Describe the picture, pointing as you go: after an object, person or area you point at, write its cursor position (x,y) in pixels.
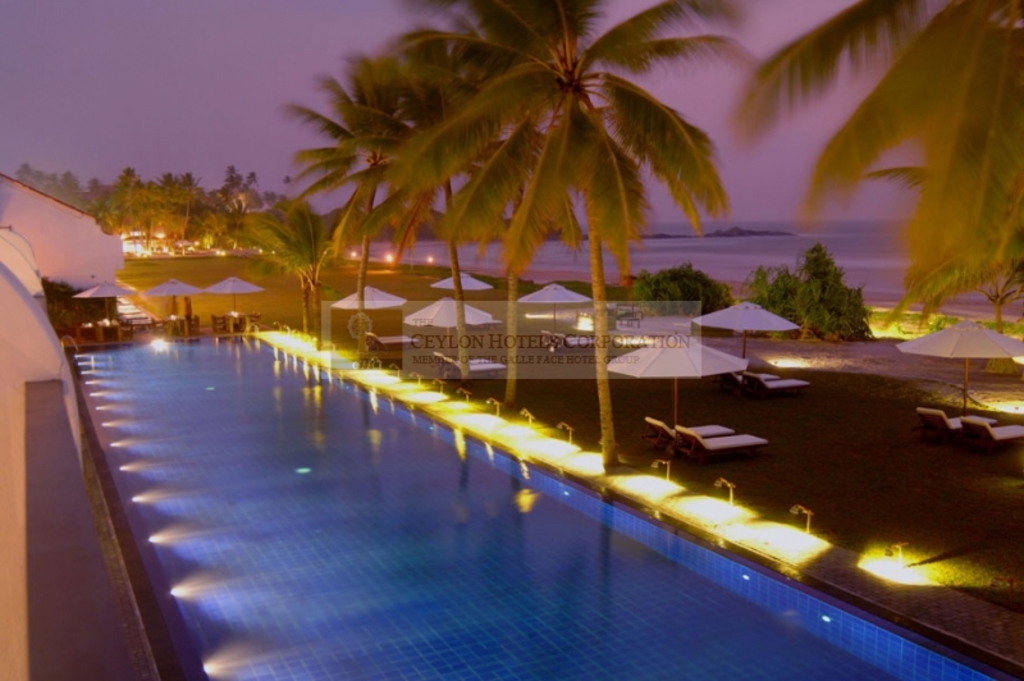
in this image I can see a man-made water pool (271,507) with some lights (326,348) and recreation area (499,324) in a garden (468,325). I can see trees (471,187), some lights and a sea (741,252). At the top of the image (354,34) I can see the sky (354,47).
